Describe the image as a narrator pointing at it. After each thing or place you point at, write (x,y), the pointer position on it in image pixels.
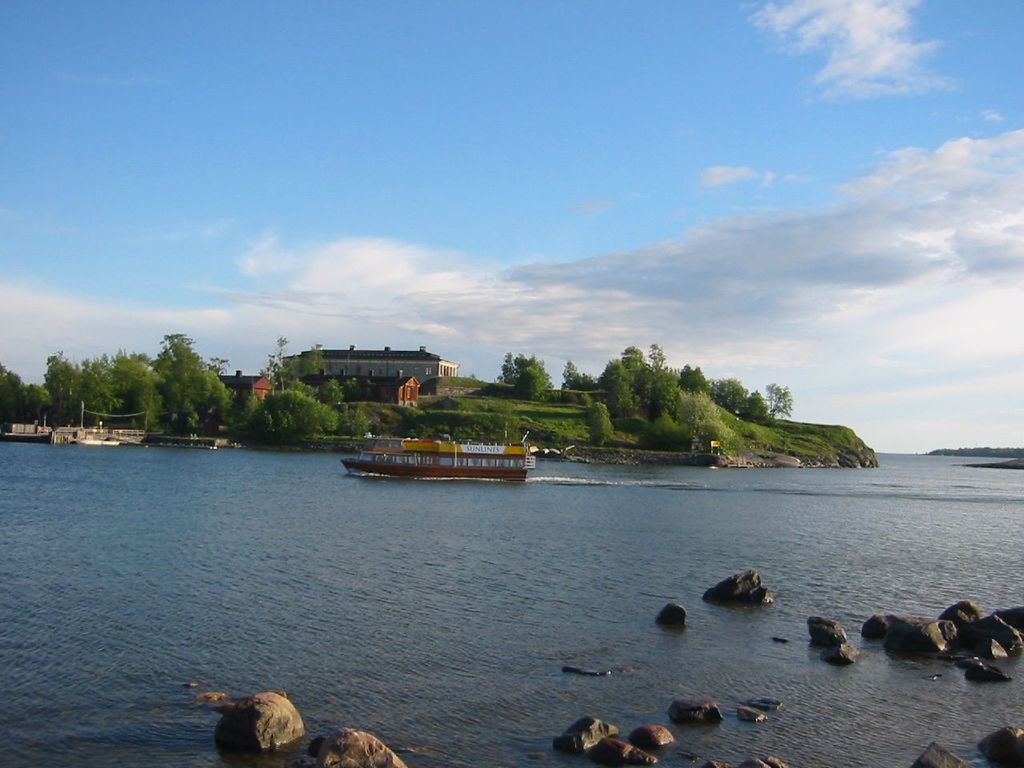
In this image we can see a ship (418,462) on the water (566,557) and there are some rocks (730,597) in the water (246,452). We can see a few buildings (414,397) and trees (346,388) and at the top (311,160) we can see the sky (574,166) with clouds (1018,150).
